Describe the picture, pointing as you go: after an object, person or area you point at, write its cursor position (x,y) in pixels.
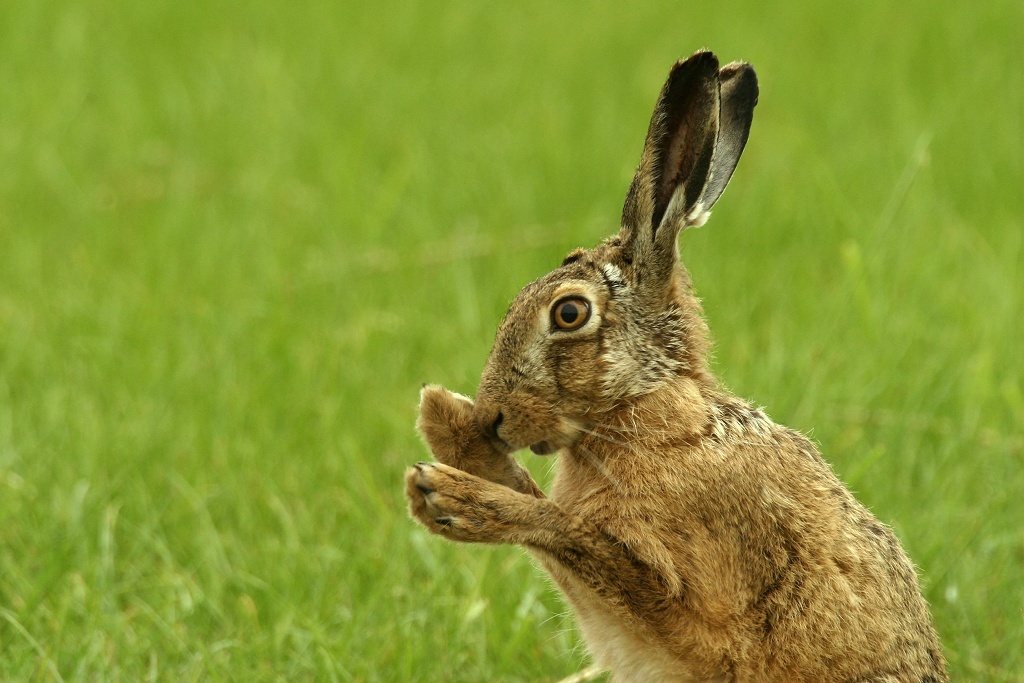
In this image I can see an animal (662,498) which is brown, black and cream in color. In the background (168,489) I can see the grass (237,370) which is green in color.
